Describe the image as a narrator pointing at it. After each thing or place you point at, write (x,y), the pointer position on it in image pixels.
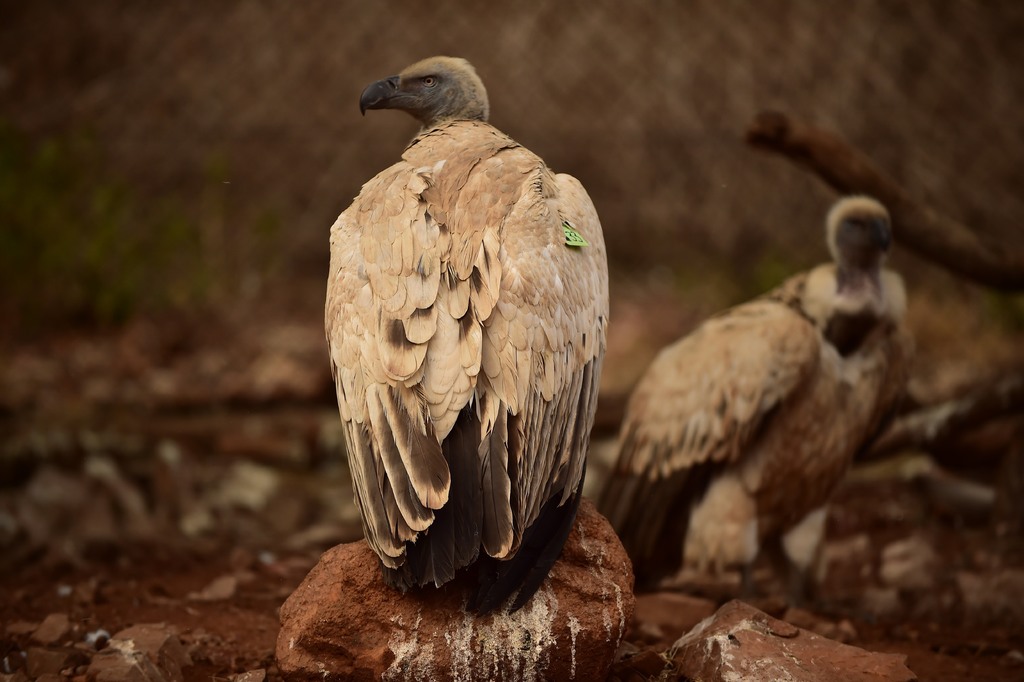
In this image we can see birds (745,429) and stones (356,610). There is a blur background (53,142).
